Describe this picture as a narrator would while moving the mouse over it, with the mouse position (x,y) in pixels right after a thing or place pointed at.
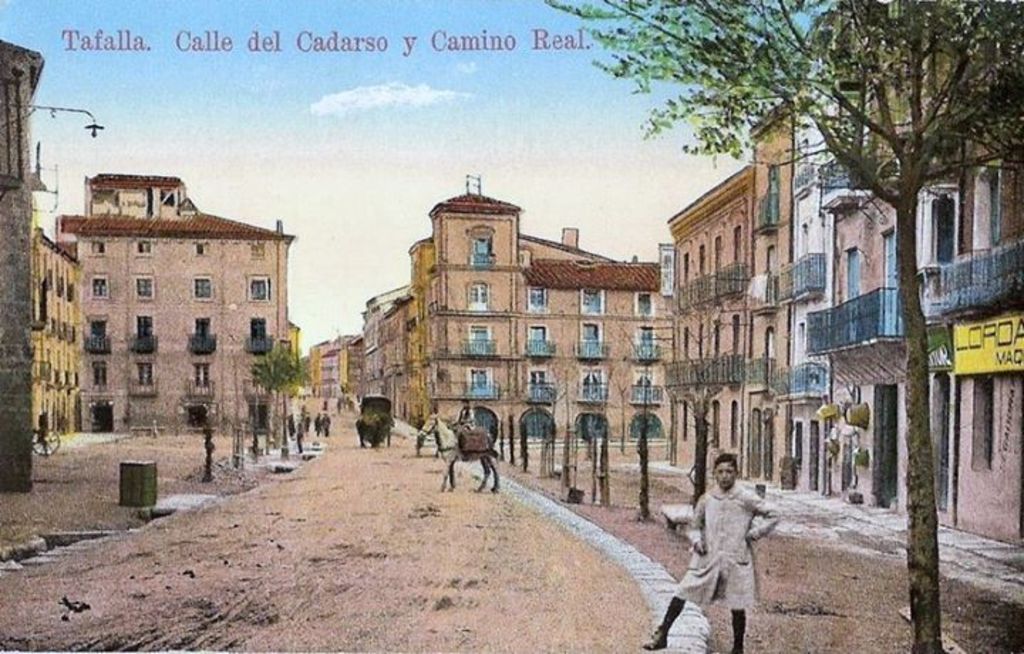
In this picture we can see an object (398,20) which seems to be the poster (229,114) which includes the pictures (103,32) of a person (728,515) standing on the ground (629,642) and we can see a person (465,418) seems to be riding a horse (494,472) and we can see the trees (895,113), buildings (551,331), windows (536,329) and the railings (839,312) of the buildings (155,353) and we can see some other objects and we can see the text (982,347) on the board (976,331). In the background (415,365) we can see the sky (371,235), buildings (357,342), group of persons (316,421) and many other objects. At the top (297,48) we can see the text (99,49) on the poster (348,56).
